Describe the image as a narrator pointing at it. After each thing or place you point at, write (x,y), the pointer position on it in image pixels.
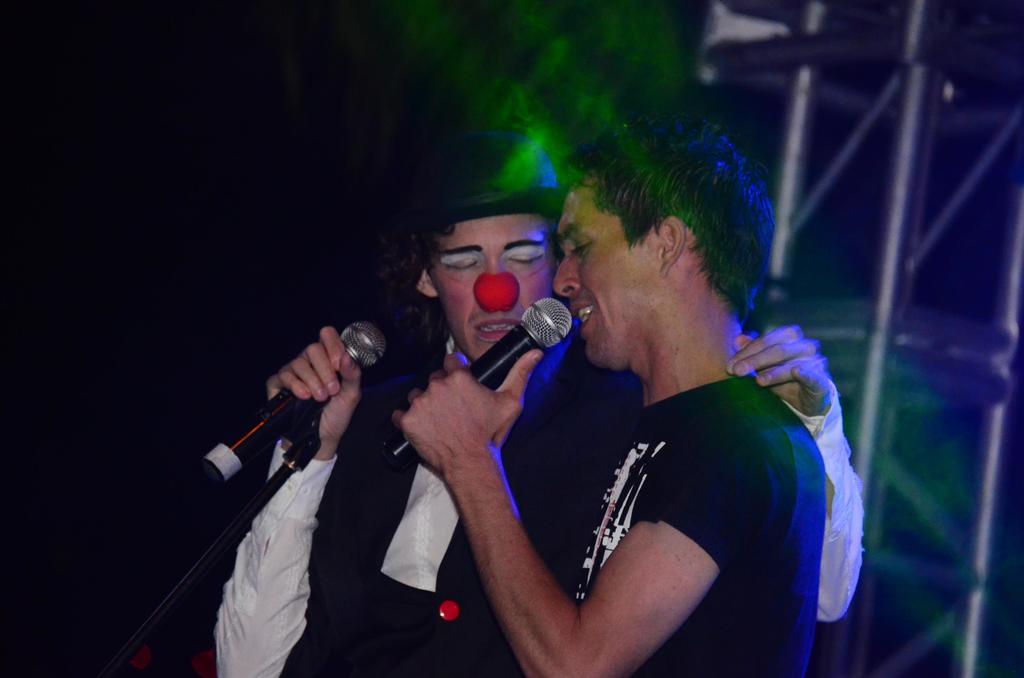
In the picture I can see two men (696,346) and they are holding the microphone (379,340) in their hand (441,418). There is a man (599,647) on the right side (780,509) is wearing a black color T-shirt (729,462) and he is singing on a microphone (519,355). There is another man (361,402) in the costume (363,464). I can see the stainless steel scaffolding structure pole (912,111) on the right side (887,232).
